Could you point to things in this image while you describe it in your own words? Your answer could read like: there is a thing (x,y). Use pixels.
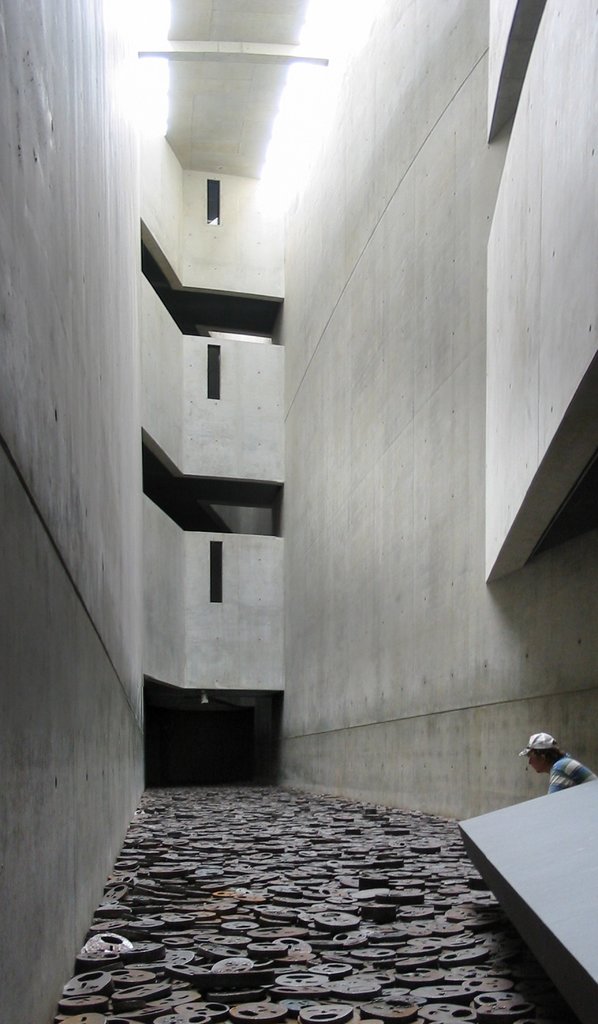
In this image I can see walls (187,460), a person (553,755) and on the floor (234,896) there are some objects (234,898).
